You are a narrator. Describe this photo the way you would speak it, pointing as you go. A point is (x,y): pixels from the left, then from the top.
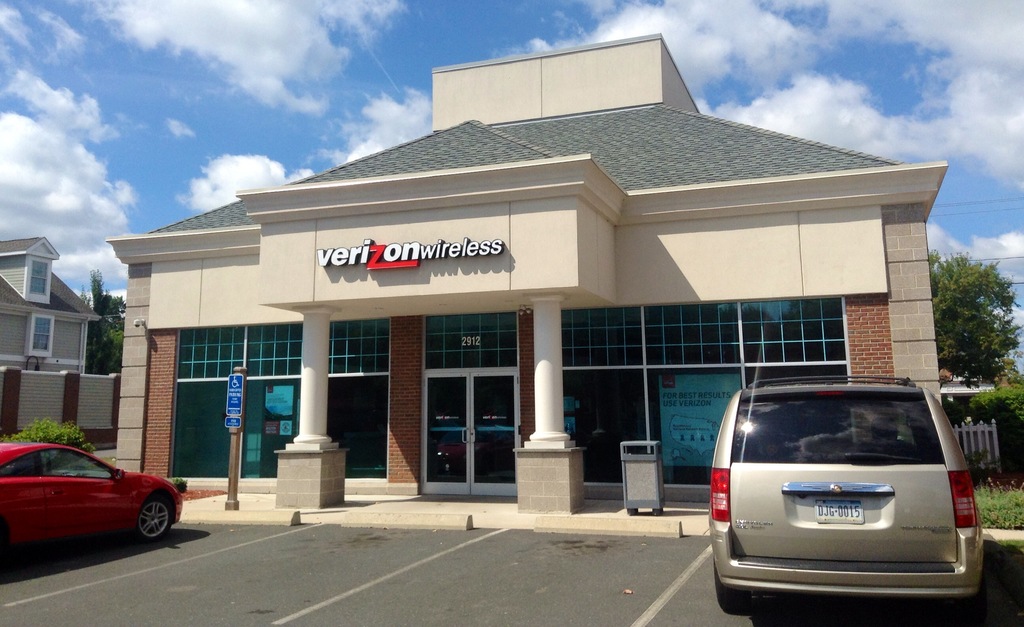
In this picture I can see two vehicles (815,522) on the road (541,579). In the background (466,344) I can see buildings (380,316) and trees (969,356). I can also see grass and plants (83,438). In the background (184,60) I can see sky (231,59).
